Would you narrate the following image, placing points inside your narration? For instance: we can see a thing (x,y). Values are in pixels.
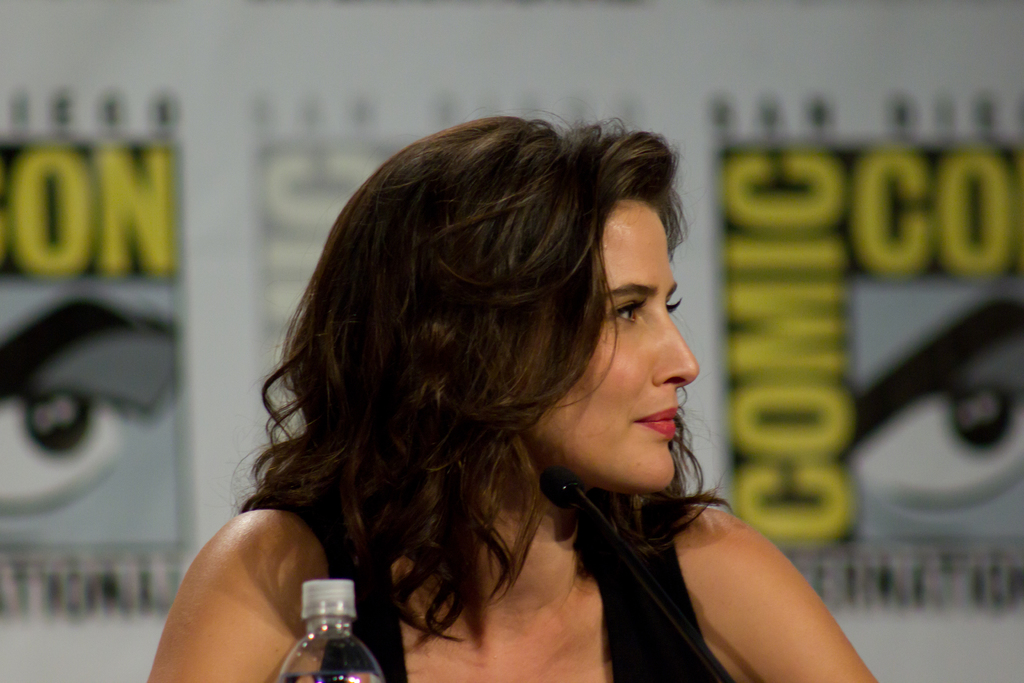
In this image we can see a lady (456,387), in front of her there is a bottle (346,593), and a mic (639,579), behind her there are poster (795,292) with some text (827,269) and images (859,313) on it, also the background (876,369) is blurred.
